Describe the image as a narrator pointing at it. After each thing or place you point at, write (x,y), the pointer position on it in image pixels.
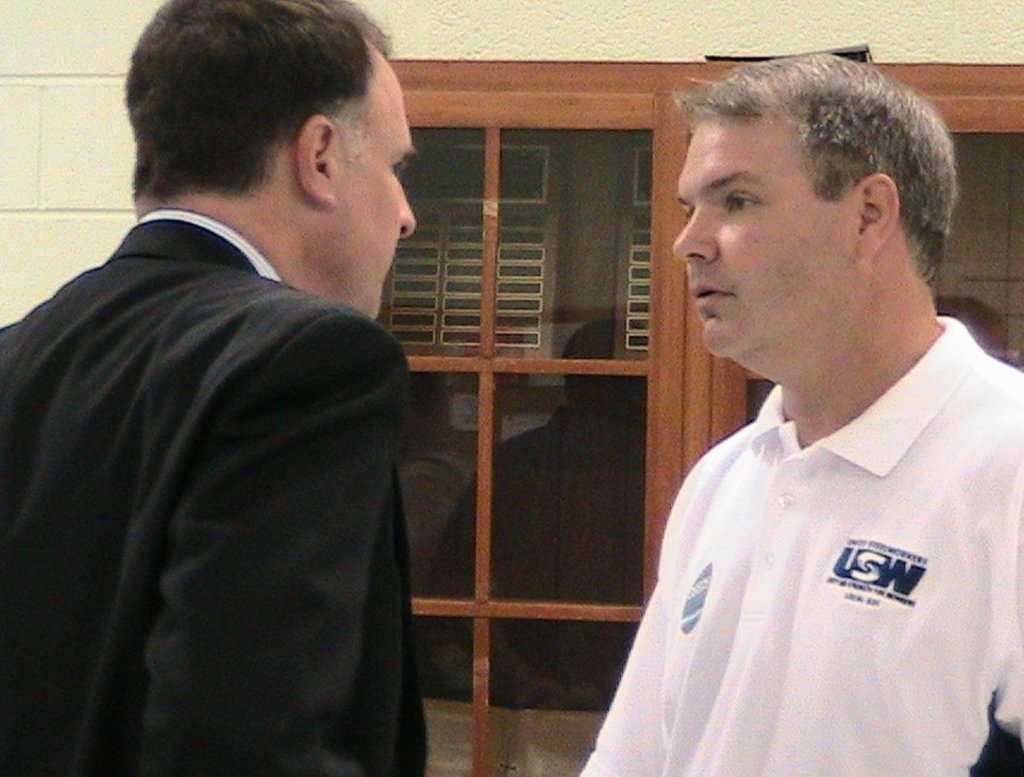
This image consists of two men (238,741). To the left (284,568), the man (284,529) is wearing black suit (264,506). To the right (861,716), the man (907,740) is wearing white t-shirt (864,603). In the background (573,766), there is a wall (708,31) along with window (598,202).
